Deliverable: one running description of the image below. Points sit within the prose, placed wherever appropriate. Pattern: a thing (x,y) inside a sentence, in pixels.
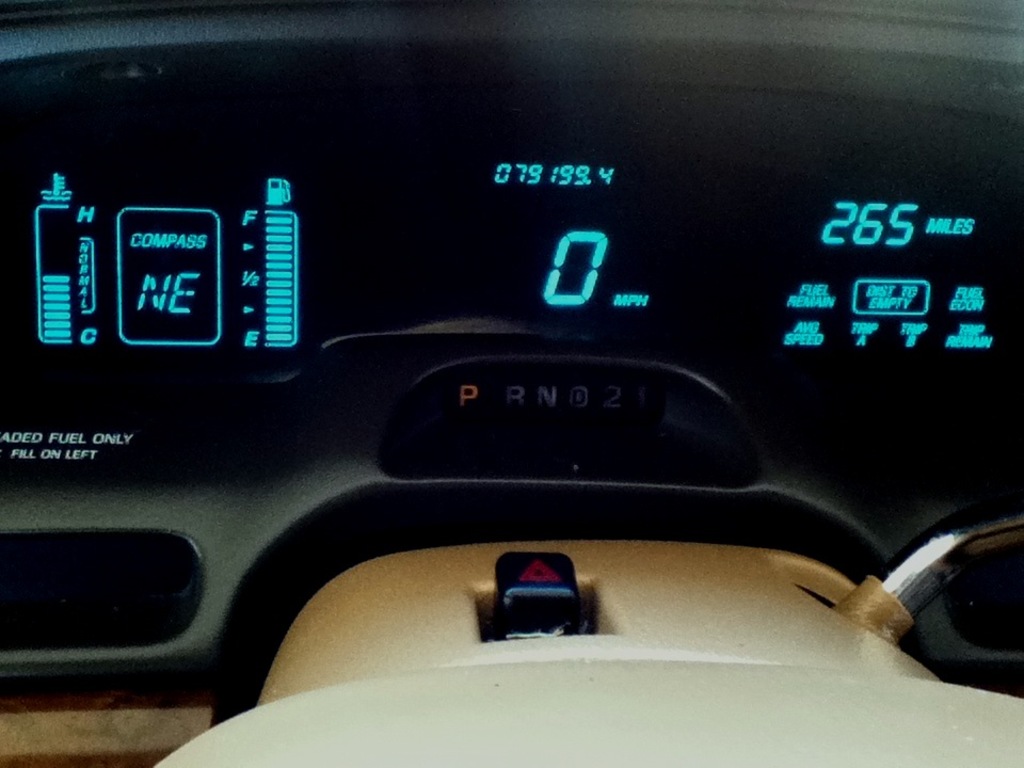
In this picture I can see a screen (538,391) on which some numbers (557,241) and other things (280,237) are displaying on it. In the front of the image (507,643) i can see some objects (504,672).
